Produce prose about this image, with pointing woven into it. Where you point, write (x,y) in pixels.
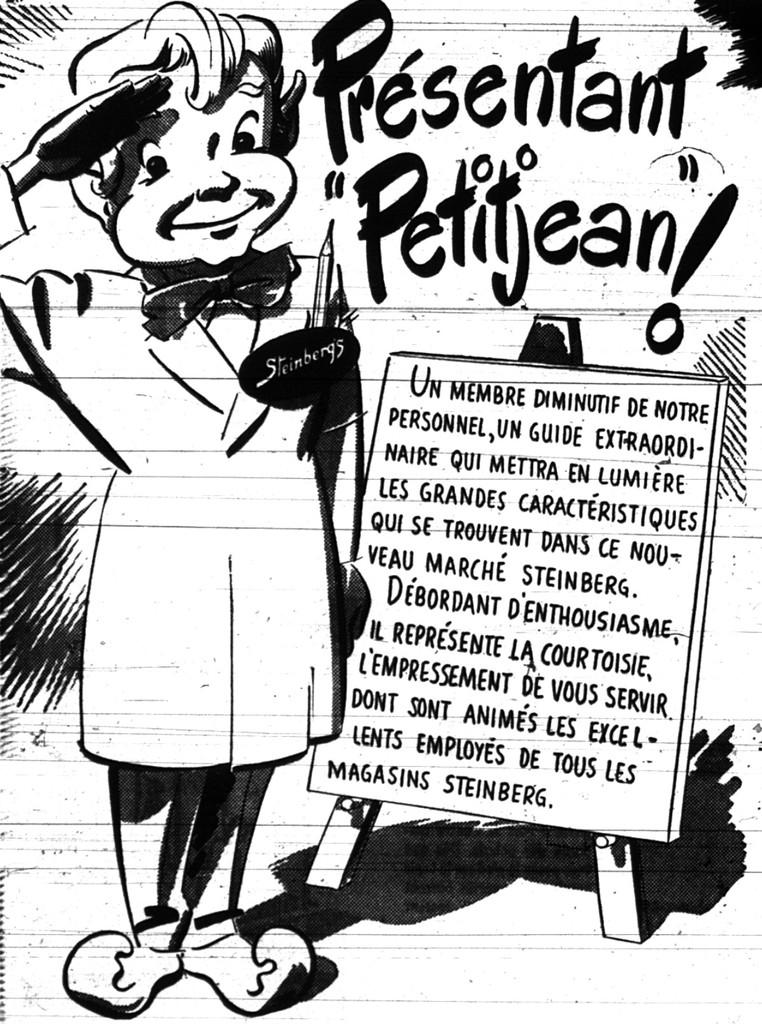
In this image we can see sketch (234,702) of a person (214,662). Also something is written on the image.
